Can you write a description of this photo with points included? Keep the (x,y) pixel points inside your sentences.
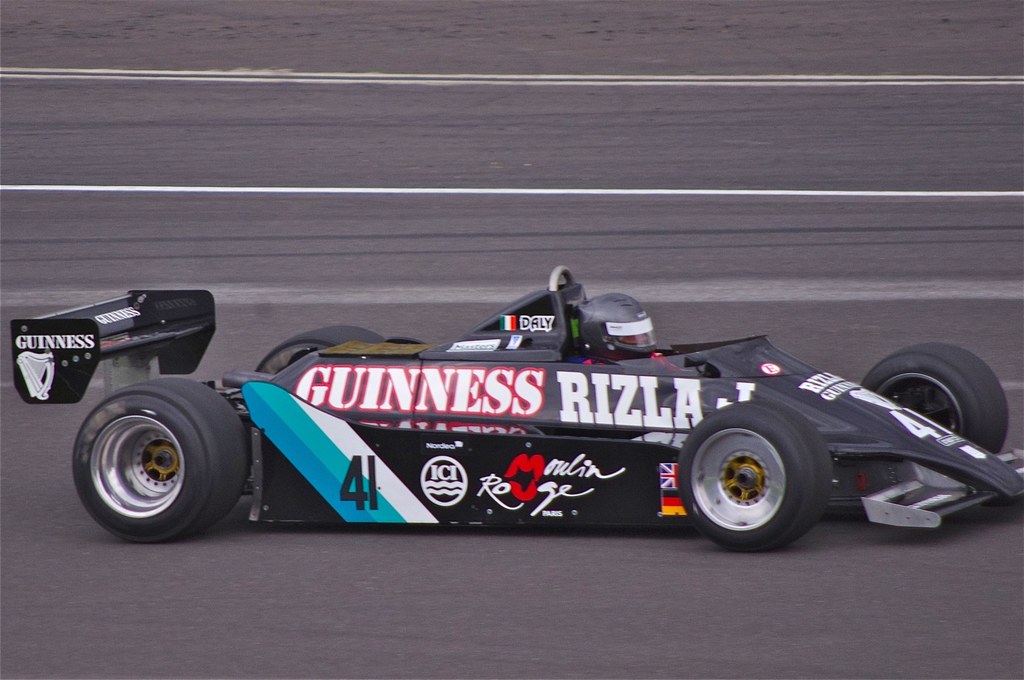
In this image, in the middle (496,370), we can see a sports car (423,406) moving on the road (605,537). In the car (738,342), we can see a person (590,349) riding it. In the background (123,86), we can see a road (812,227) which is in black color and some white color lines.
